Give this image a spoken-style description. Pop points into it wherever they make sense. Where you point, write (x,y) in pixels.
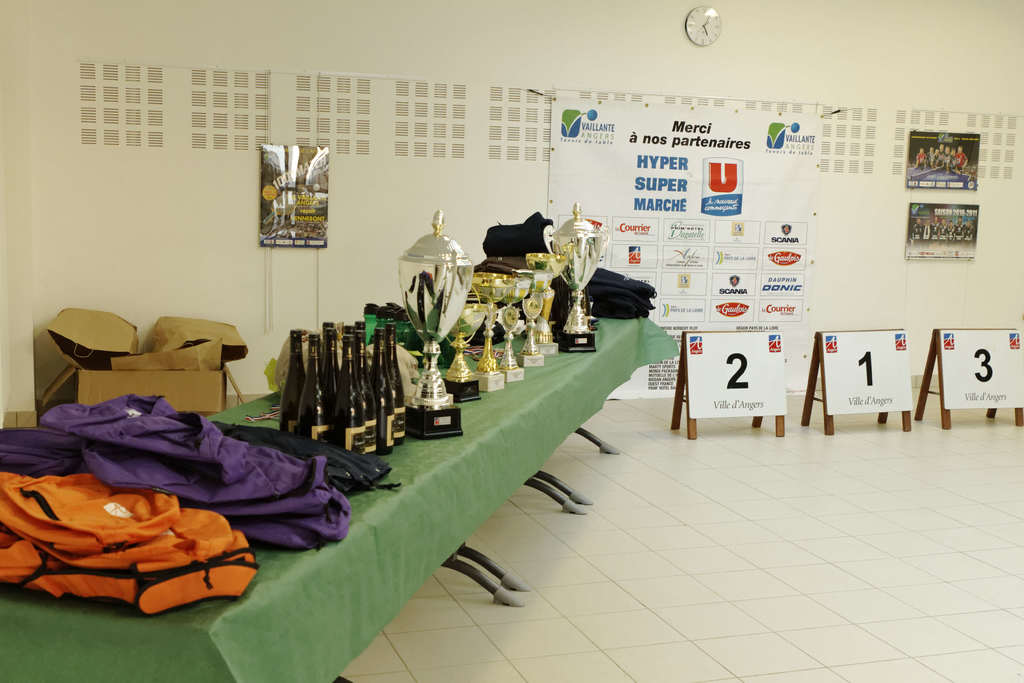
In this image we can see clothes (223,543), wine bottles (348,344), trophies (482,323) and objects (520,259) on the table (302,677). In the background (124,336) we can see carton boxes (200,337), boards (611,134) and clock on the wall (556,45) and there are boards (769,384) on the stands (756,424) on the floor (710,500).
